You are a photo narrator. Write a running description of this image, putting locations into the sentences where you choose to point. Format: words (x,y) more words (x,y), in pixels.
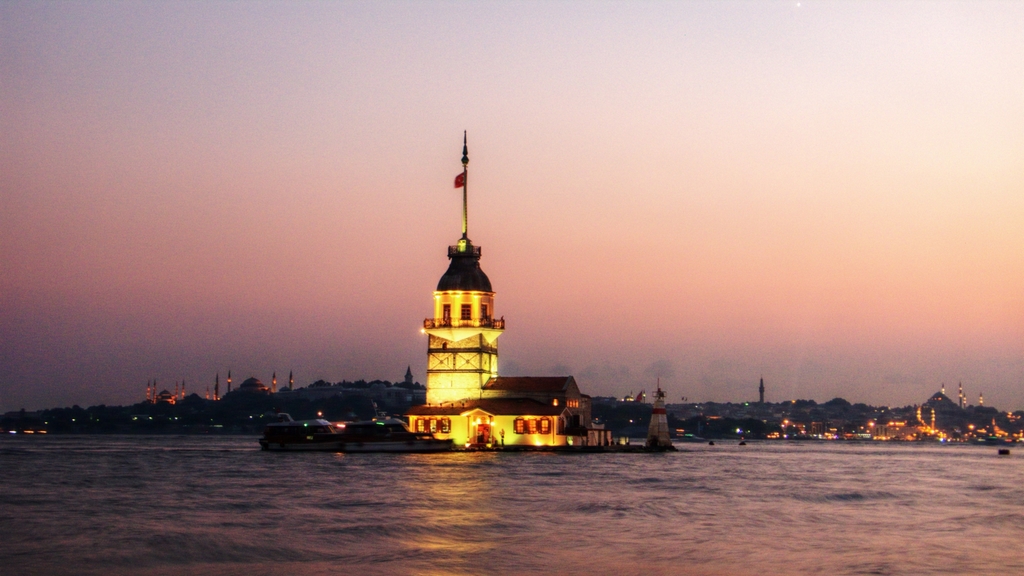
In the image there is a light house (453,348) in the middle of sea (337,568) and in the back (938,419) there are many buildings (818,421) on the land (731,404) and above its sky (633,206).
